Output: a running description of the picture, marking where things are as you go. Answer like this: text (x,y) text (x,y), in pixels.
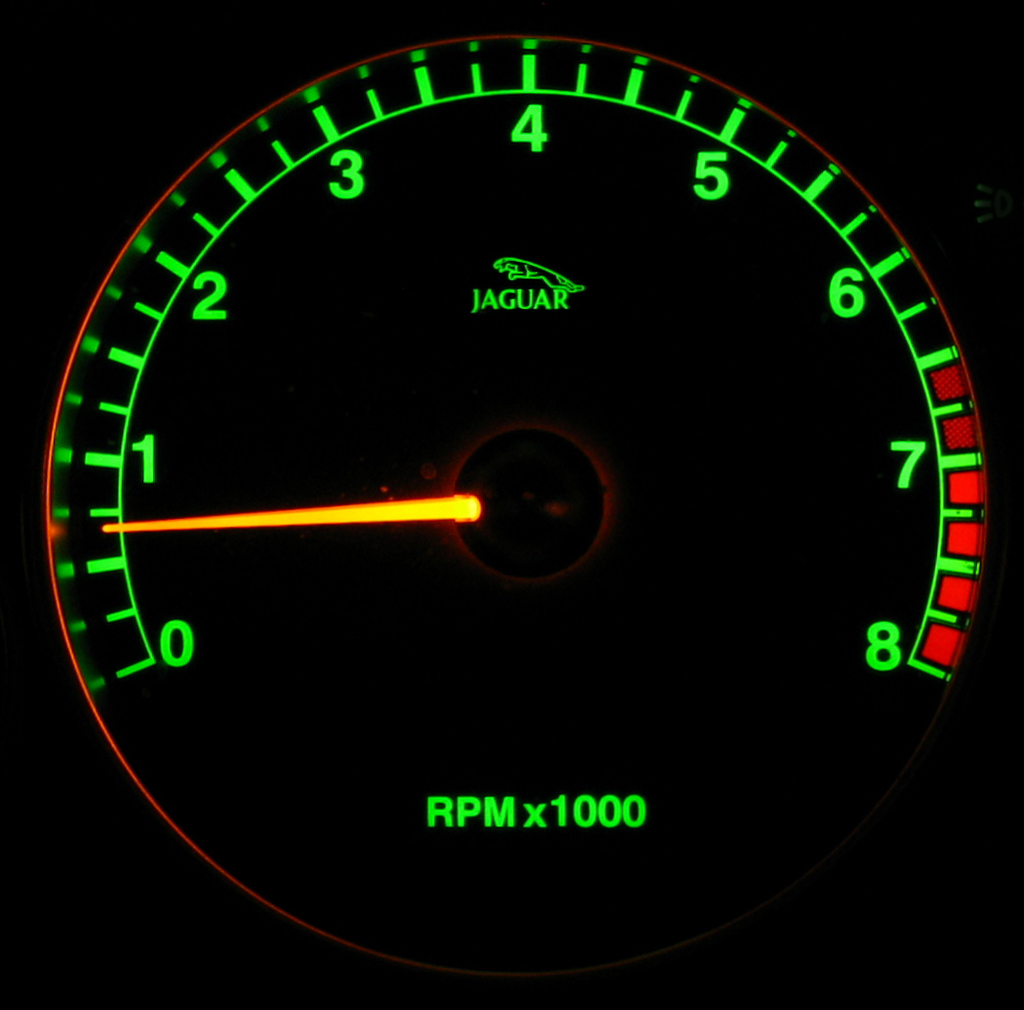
In this picture we can see a close view of the rpm meter (442,775) of the Jaguar car (434,451).
